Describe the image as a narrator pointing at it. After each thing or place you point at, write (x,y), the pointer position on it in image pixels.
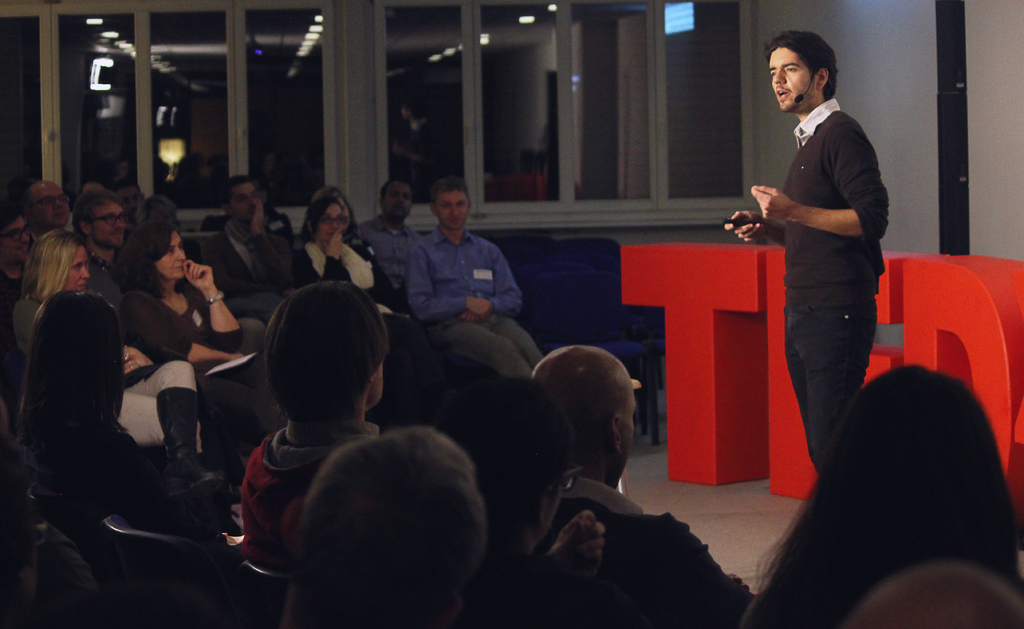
In this picture we can observe a person (830,298) standing and speaking. There are some people (227,332) sitting in front of him in the chairs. There are men (415,278) and women (183,288). In the background (376,107) we can observe windows (391,141). On the right side (758,345) we can observe red color words (703,460) on the floor (707,485).
